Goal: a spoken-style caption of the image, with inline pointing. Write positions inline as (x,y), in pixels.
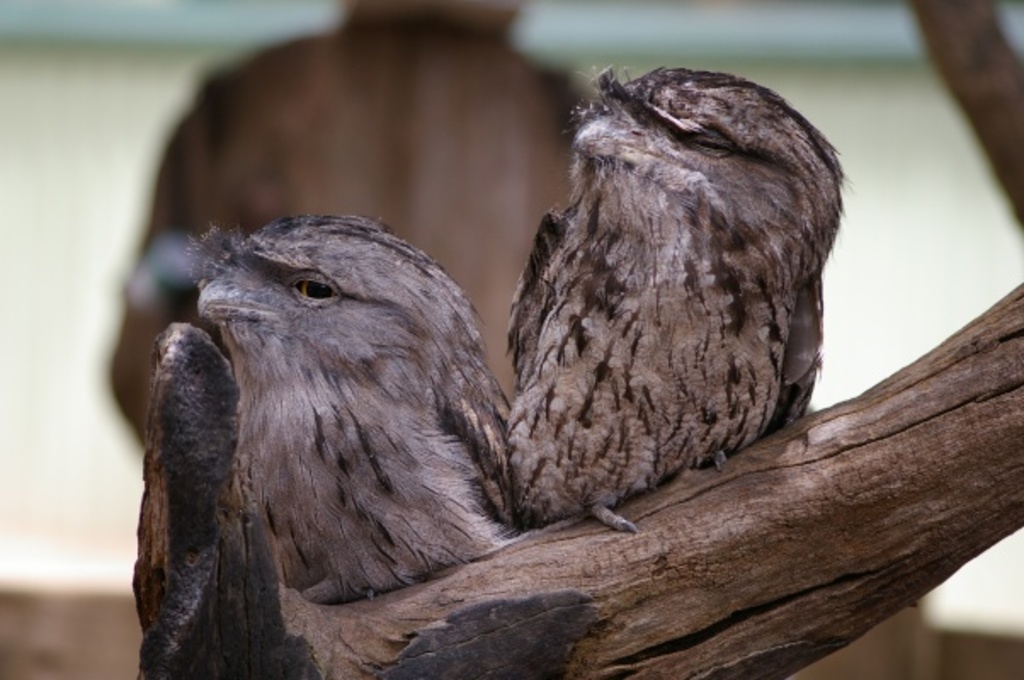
In this image there are two birds (372,411) on the branch (579,552) of a tree (579,552), behind that there is a person (376,154) standing. The background (13,467) is blurry.
